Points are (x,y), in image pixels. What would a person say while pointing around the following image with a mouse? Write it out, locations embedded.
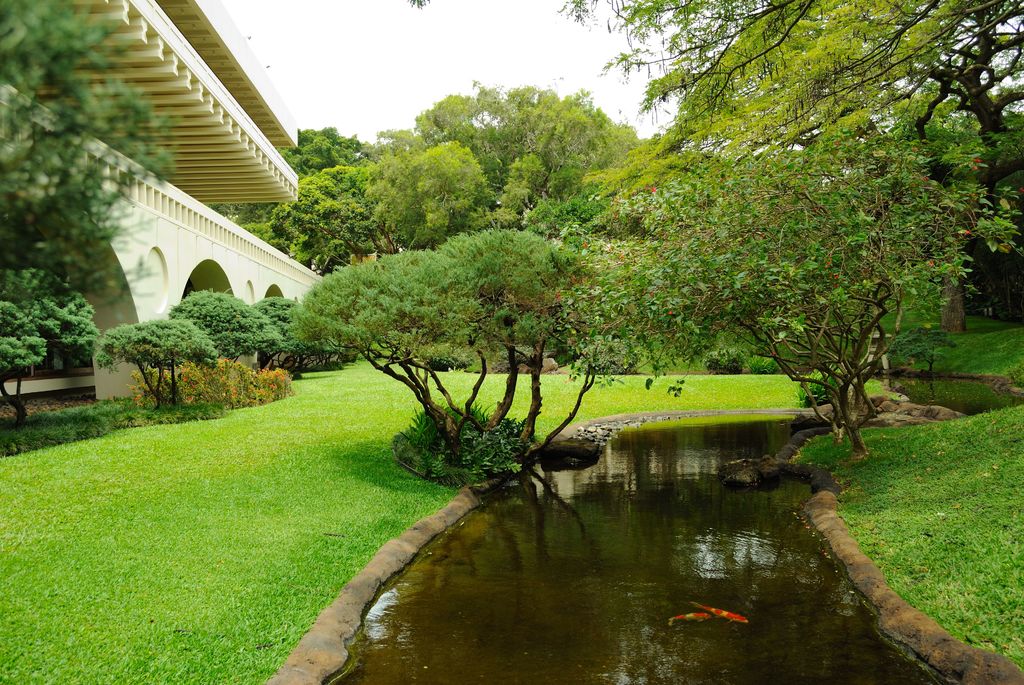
In this picture I can see fish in the water (710,500). I can see a building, plants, trees (1020,278), and in the background (568,29) there is the sky (539,3).
